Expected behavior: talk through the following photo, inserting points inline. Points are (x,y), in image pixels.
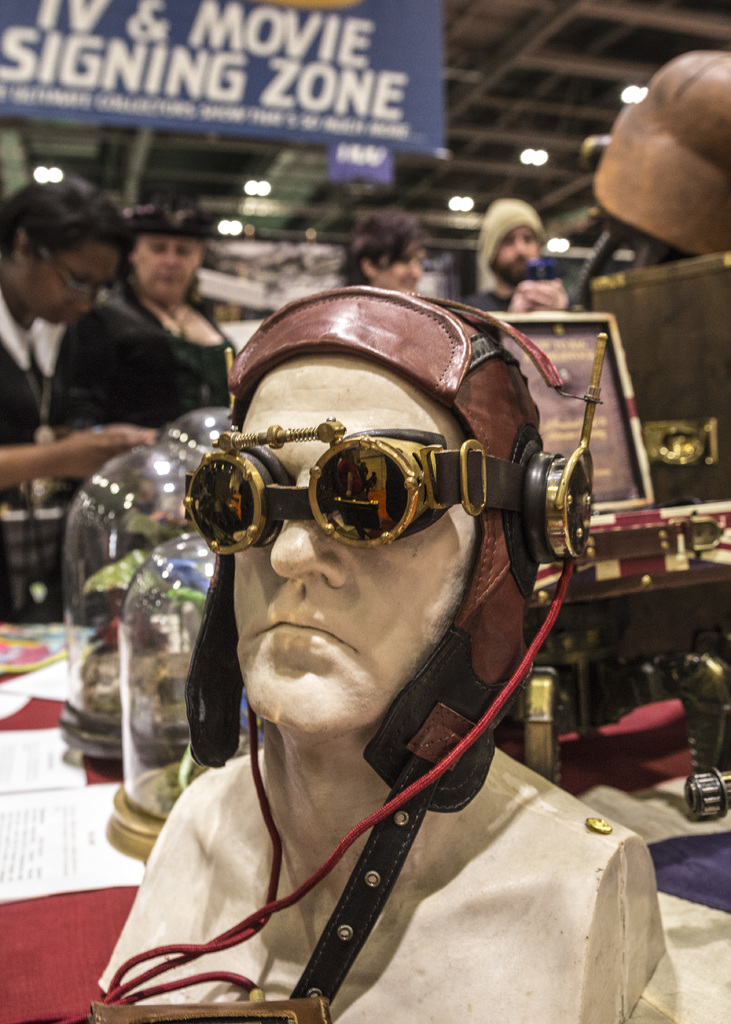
In this picture there are group of people (27,329) standing and behind the table (729,990). In the foreground (348,786) there is a sculpture (455,538) of a person (514,856) with helmet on the table (103,767). There are objects (709,267) and there are papers (34,686) on the table (730,1000). At the top (370,78) there is a hoarding (250,71) and there is a text (352,78) on the hoarding (270,118) and there are lights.
